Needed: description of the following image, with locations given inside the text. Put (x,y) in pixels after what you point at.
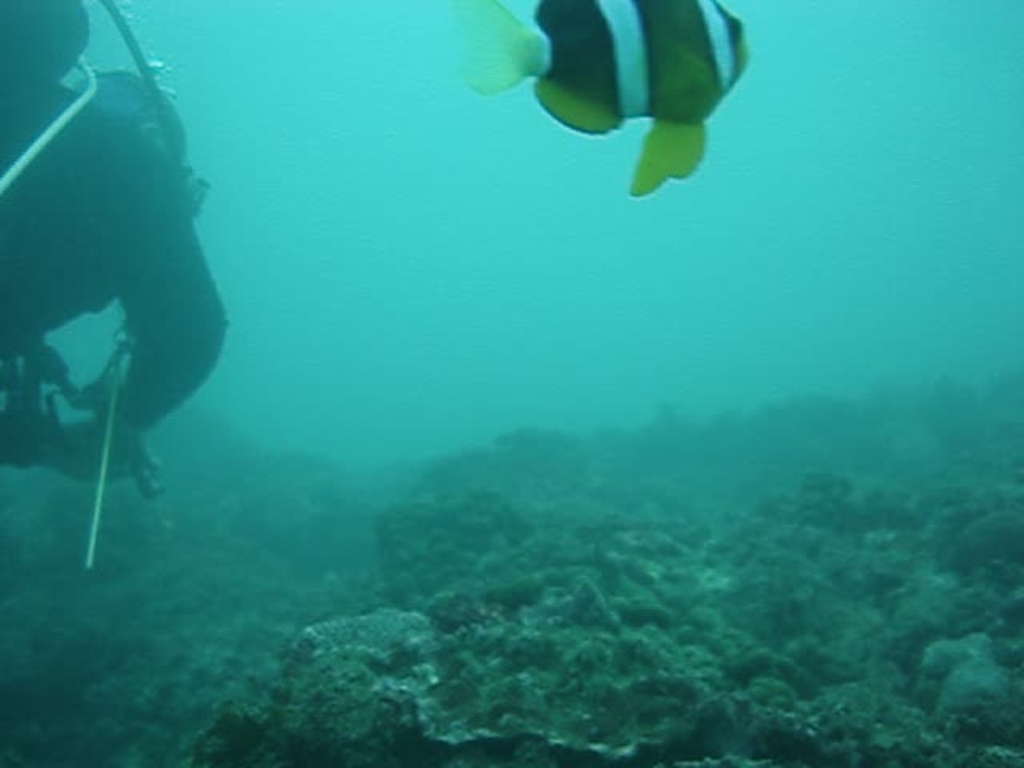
In this image I can see a fish (596,111), submarine plants (647,523), person (176,293) and a oxygen cylinder (151,215) in the water (306,252). This image is taken may be in the sea (87,588).
